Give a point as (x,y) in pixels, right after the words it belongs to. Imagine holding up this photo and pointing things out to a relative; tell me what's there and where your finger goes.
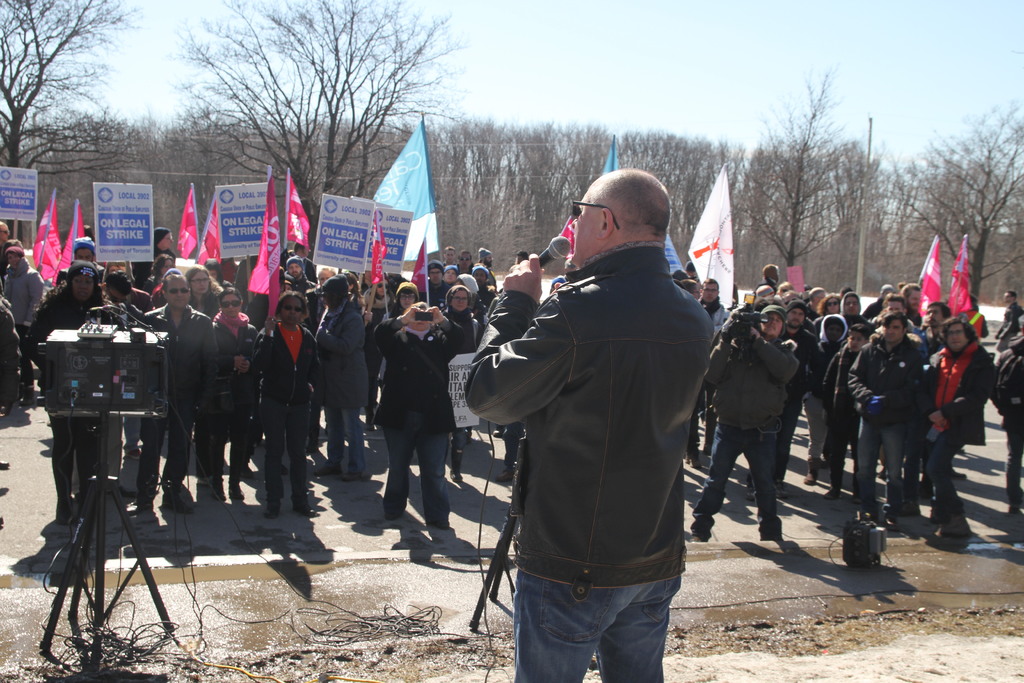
In this image, in the foreground (582,332) there is a man (616,443), he wears a jacket (605,478), trouser (589,642), he is holding a mic (553,246). In the middle (351,438) there are many people (847,388), some are holding cameras (745,332), some are holding mobiles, flags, posters (799,271) and there are stands (105,438), speakers (130,410), cables (389,624), road (358,545). In the background (1023,274) there are trees (487,163), sky (748,105).
